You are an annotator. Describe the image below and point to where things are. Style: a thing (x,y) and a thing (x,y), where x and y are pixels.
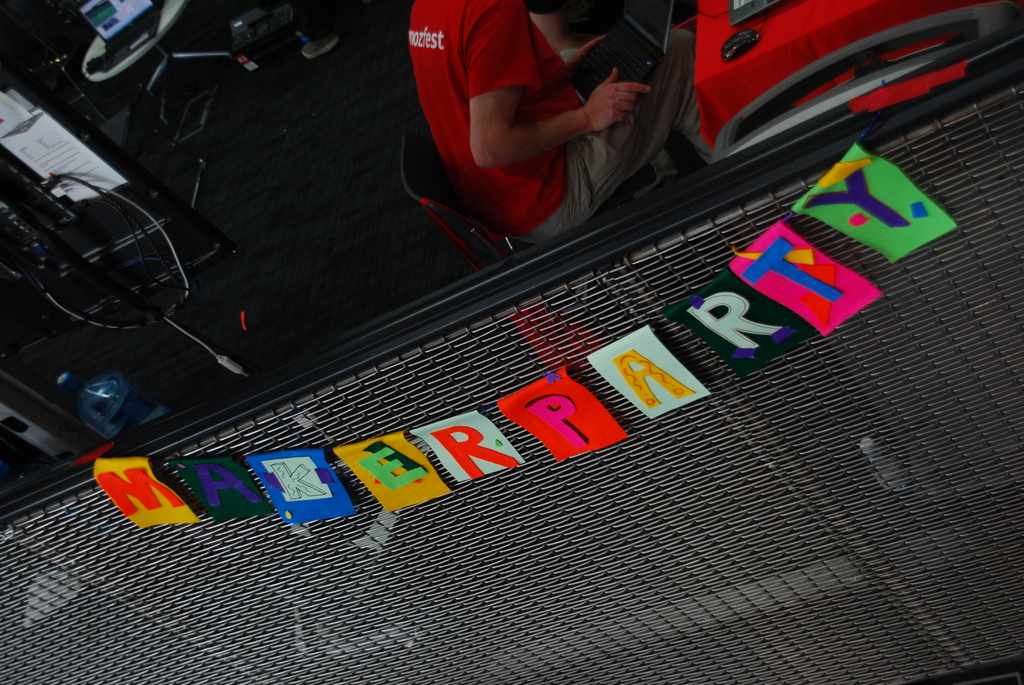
In this picture I can observe some letters (169,497) on the papers (761,295). The papers (163,482) are in yellow, green, blue, black and white colors. They are tied to the fence (159,466). I can observe a person (471,178) sitting in the chair (442,217) on the top of the picture (488,107). On the left side (143,38) I can observe a laptop (122,25) placed on the table (106,71). On the right side (735,78) there is a red color table cloth (696,68) and a mouse (740,44) on the table (740,65).
